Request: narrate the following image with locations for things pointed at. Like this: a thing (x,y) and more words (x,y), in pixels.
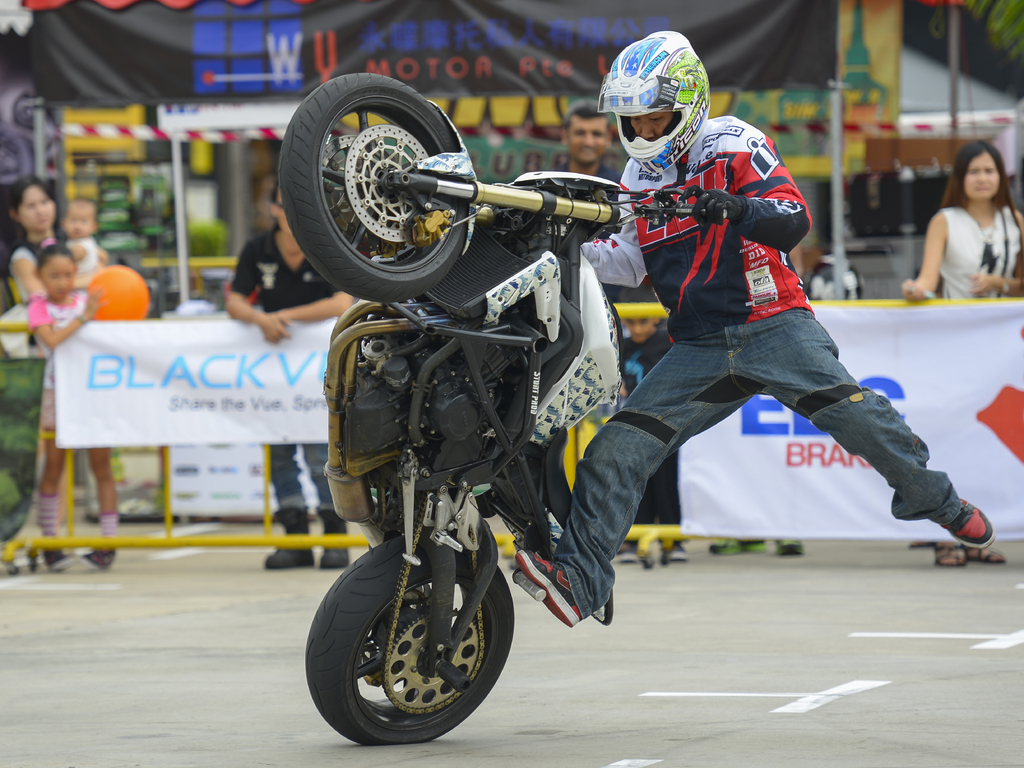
In this image we can see a man (623,416) riding a bike (415,650) on the ground (604,679). In the background (181,22) we can see persons (93,232) standing on the road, advertisements (311,438), road dividers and poles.
